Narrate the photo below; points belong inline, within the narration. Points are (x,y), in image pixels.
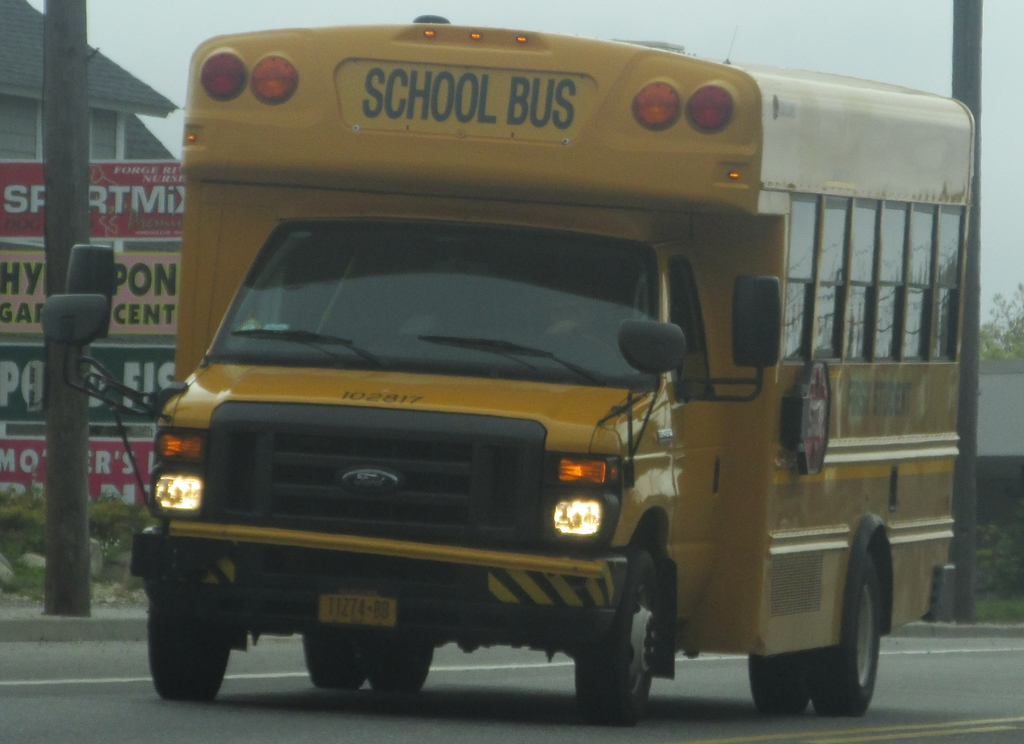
In this image we can see motor vehicle (444,577) on the road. In the background (155,108) there are advertisement board (123,218), poles (81,121), building (142,157), plants (995,562) and sky (875,76).
